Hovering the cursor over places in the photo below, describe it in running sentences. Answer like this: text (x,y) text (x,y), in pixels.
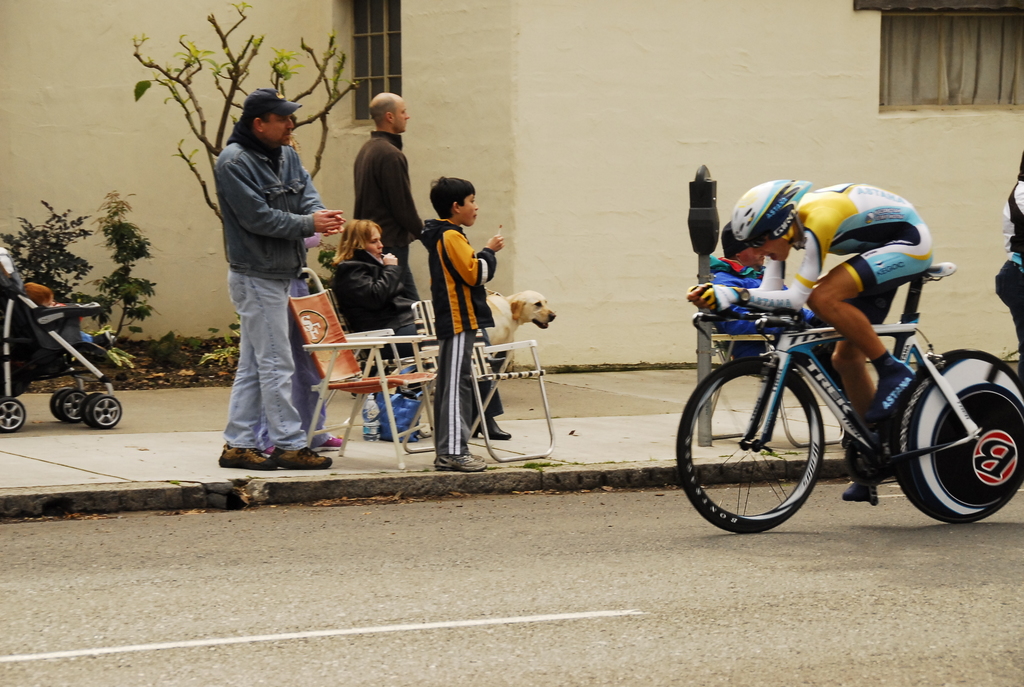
In this image at the left side (3,412) there is a baby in the baby trolley (98,424). Middle of image (399,245) there are few persons (265,253). A woman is sitting in the chair (320,430). There is a dog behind this boy (433,235). At the right side (744,204) a person (796,196) riding on the bicycle (852,409). Behind there is a person (729,329) sitting on the pavement (153,414) beside the road (722,570). There are few plants (171,333) at the left side of the image (220,221).
